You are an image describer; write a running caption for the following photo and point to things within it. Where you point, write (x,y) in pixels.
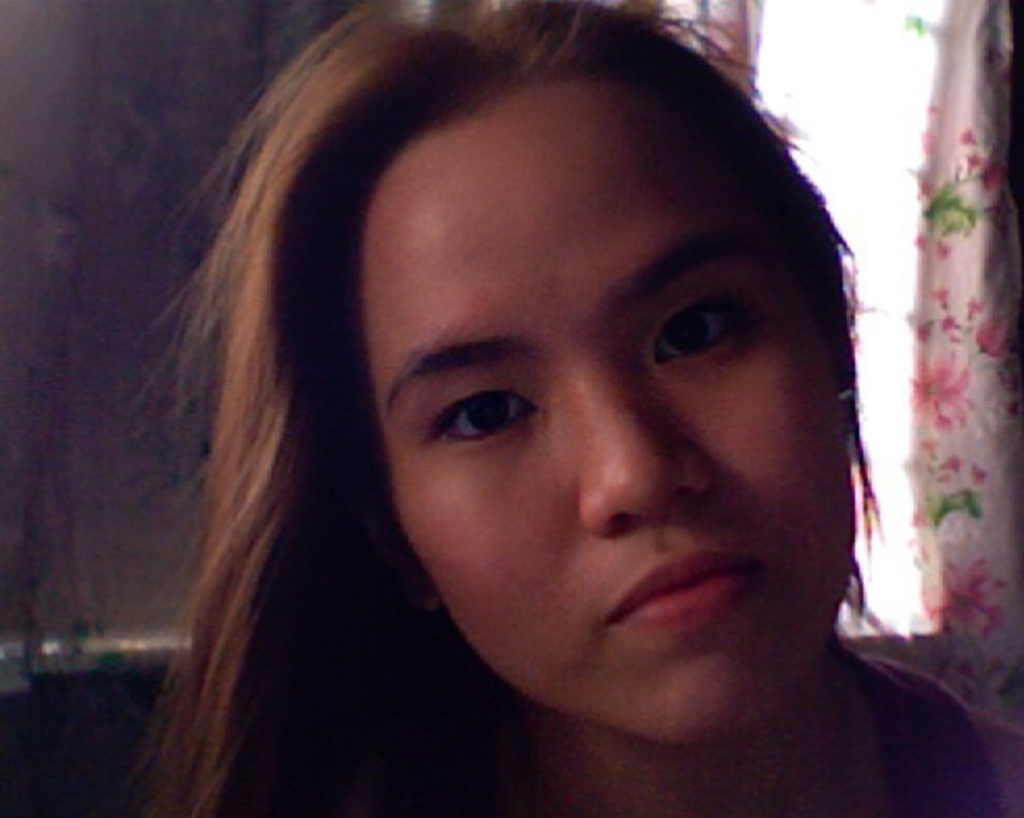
Here in this picture we can see a woman (297,107) and behind her we can see a curtain (988,85) present.
